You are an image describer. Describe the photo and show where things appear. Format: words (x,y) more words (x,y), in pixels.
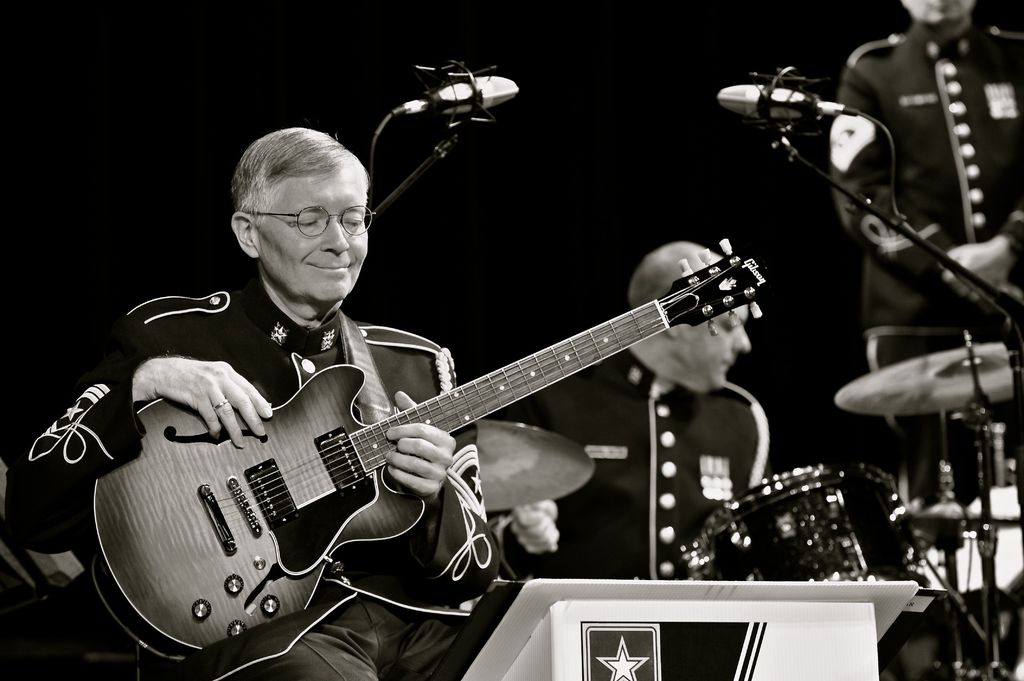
In this image there are group of persons (672,345), the person (313,363) at the left side (306,366) is holding a guitar (306,461) and is having a smile on his face (346,224). In the center (667,438) the person (693,451) is sitting in front of the musical instrument (807,508). At the right side (966,122) the person (975,136) is standing, there are 2 mics (775,106) and stands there is a wooden stand (748,641) in front of them.
